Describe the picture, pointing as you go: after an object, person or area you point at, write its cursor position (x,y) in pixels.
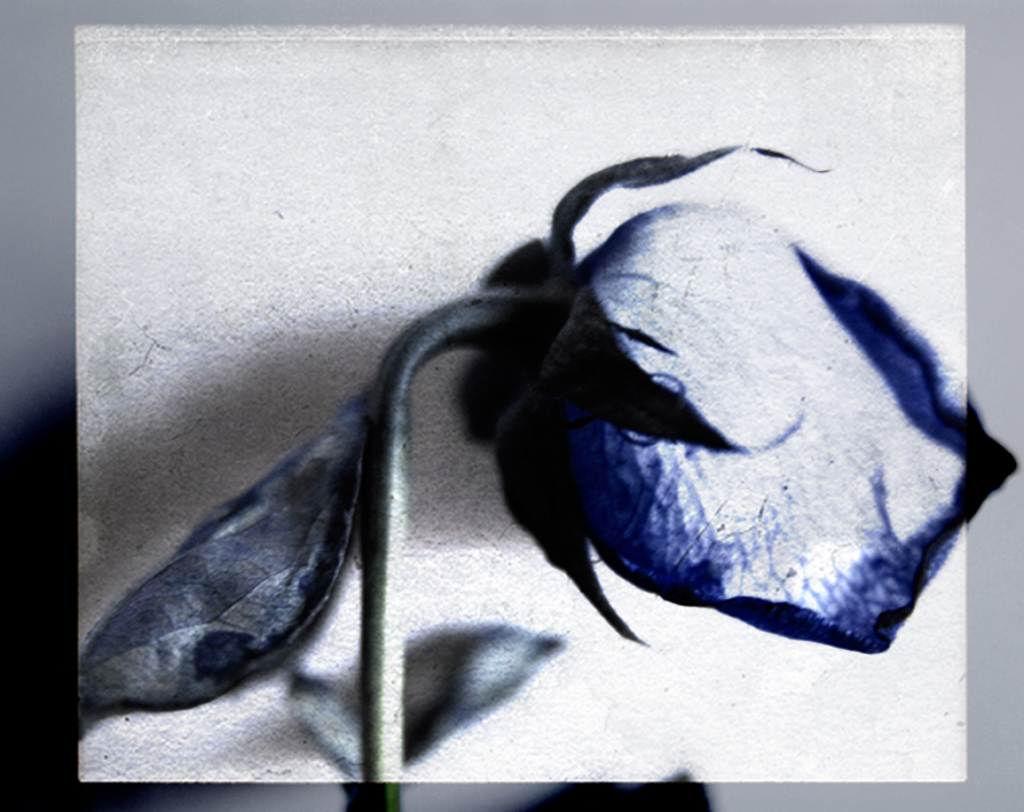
In the image in the center (633,449) we can see one rose flower (557,537) and leaves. Around image, we can see ash color border (998,160).
